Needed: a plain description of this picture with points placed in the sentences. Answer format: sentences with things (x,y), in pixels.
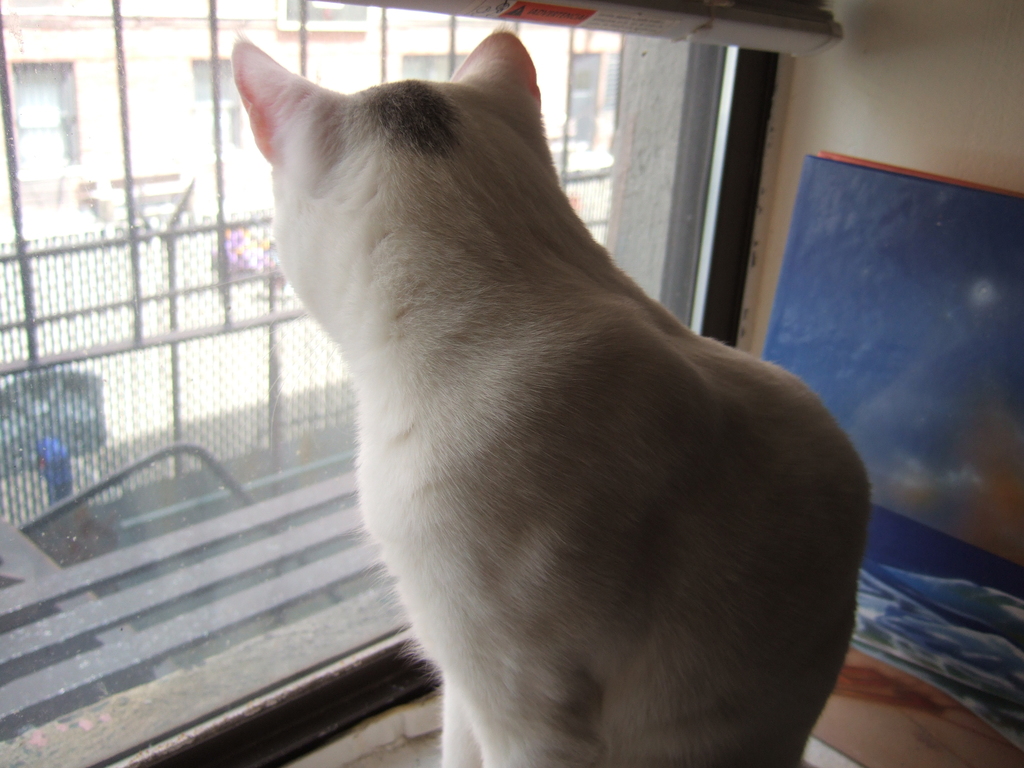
In this picture there is a cat (520,764) in the center of the image (482,500), which is white in color and there is a window (455,58) on the left side of the image (227,99).
